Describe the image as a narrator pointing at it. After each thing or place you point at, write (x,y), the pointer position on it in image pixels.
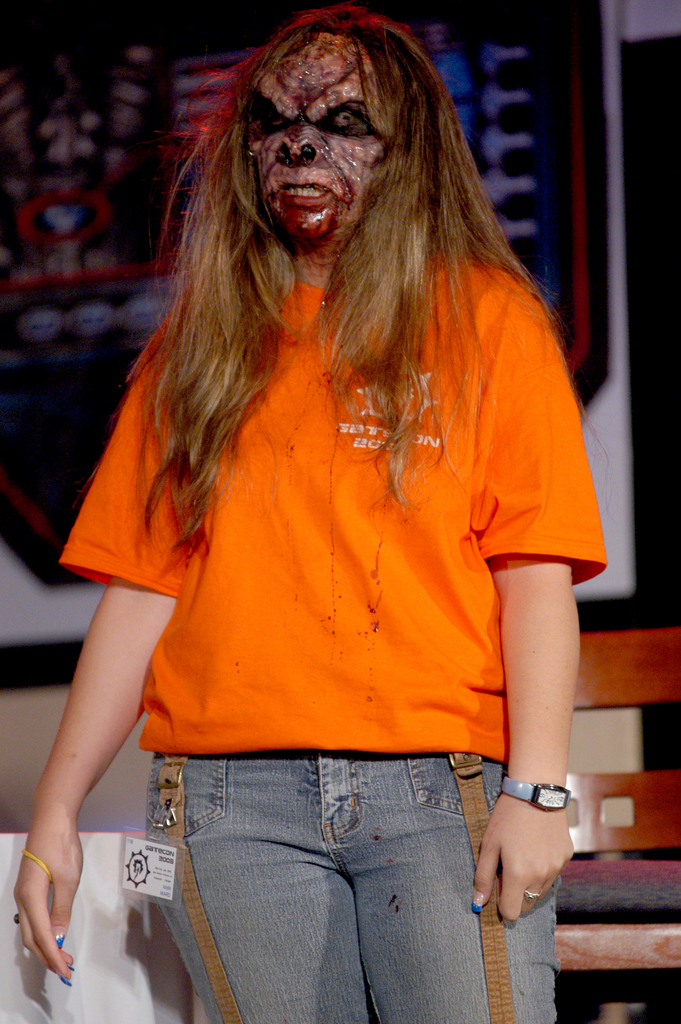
In this image we can see a person (364,833) standing on the floor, behind the person (360,618) there is a chair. In the background (593,107) there is a frame (567,146) attached to the wall (624,46).
